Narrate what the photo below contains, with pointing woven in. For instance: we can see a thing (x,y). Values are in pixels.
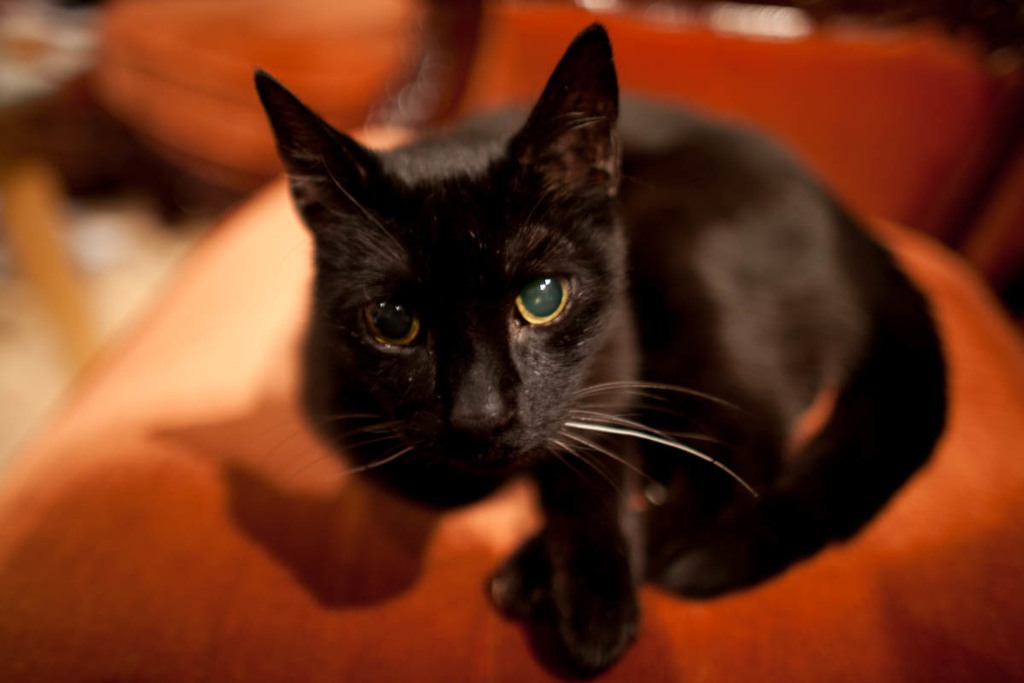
In the image there is a cat (632,621) sitting on an orange color object (485,67). And there is a blur background (875,108).
